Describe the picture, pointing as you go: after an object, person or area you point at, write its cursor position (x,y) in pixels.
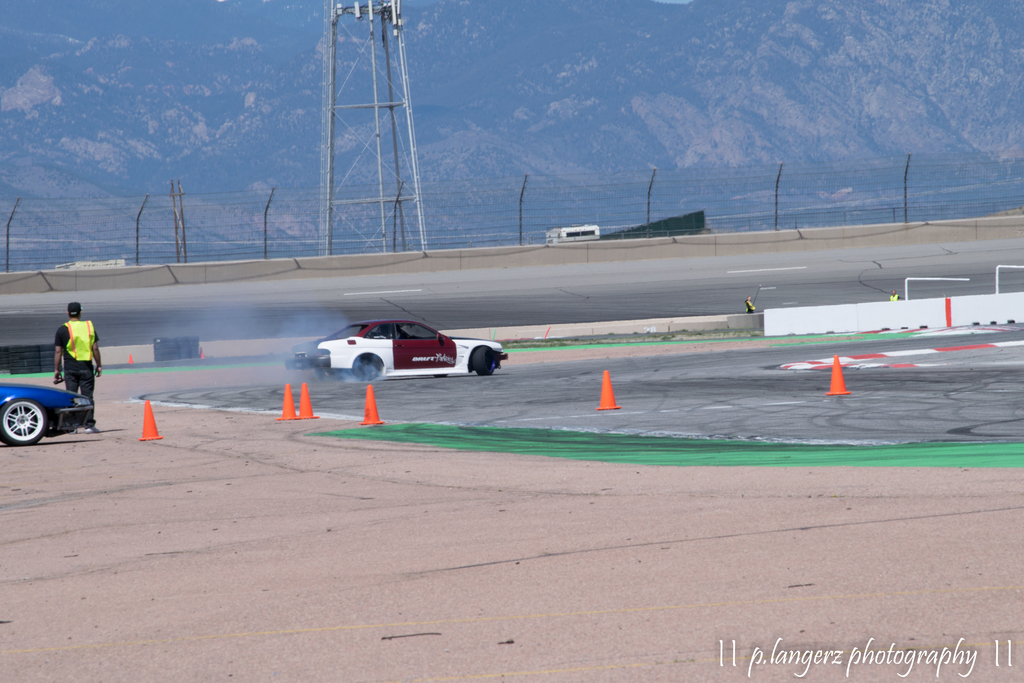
In this image I can see a text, two cars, stoppers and a person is standing on the road (318,474). In the background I can see a fence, tower (421,213) and mountains (544,169). This image is taken may be during a day.
